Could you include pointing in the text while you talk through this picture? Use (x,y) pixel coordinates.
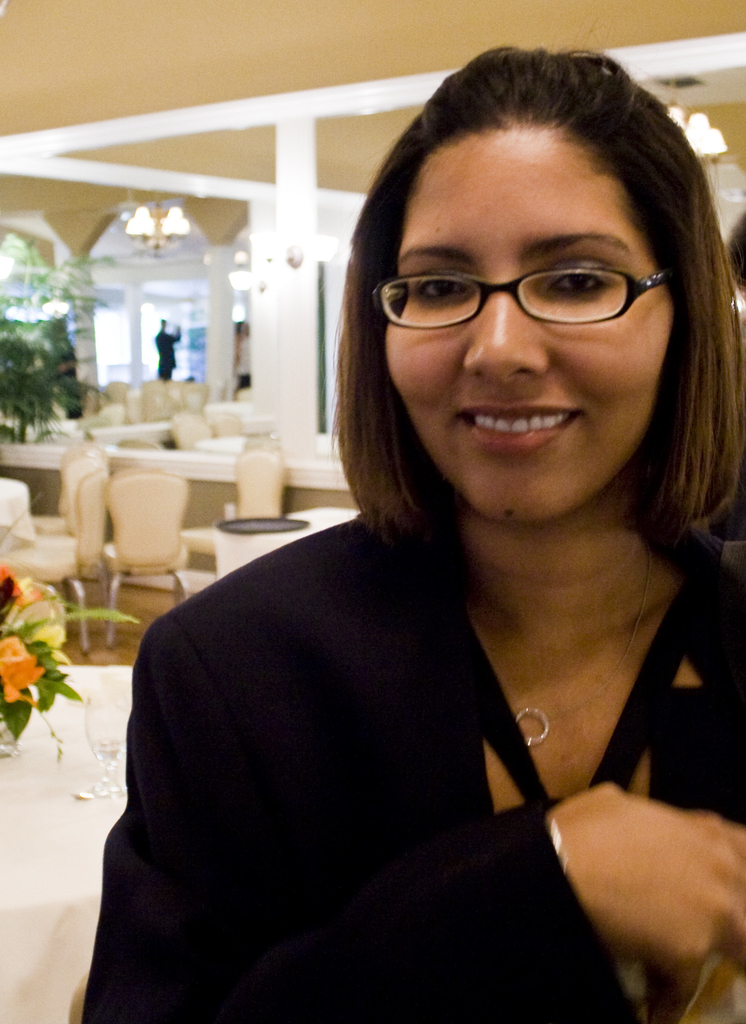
In the picture we can see a woman (563,489) smiling, she is wearing a black dress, in the background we can find some chairs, tables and person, pillars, and ceiling (53,163) and some plants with flowers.
